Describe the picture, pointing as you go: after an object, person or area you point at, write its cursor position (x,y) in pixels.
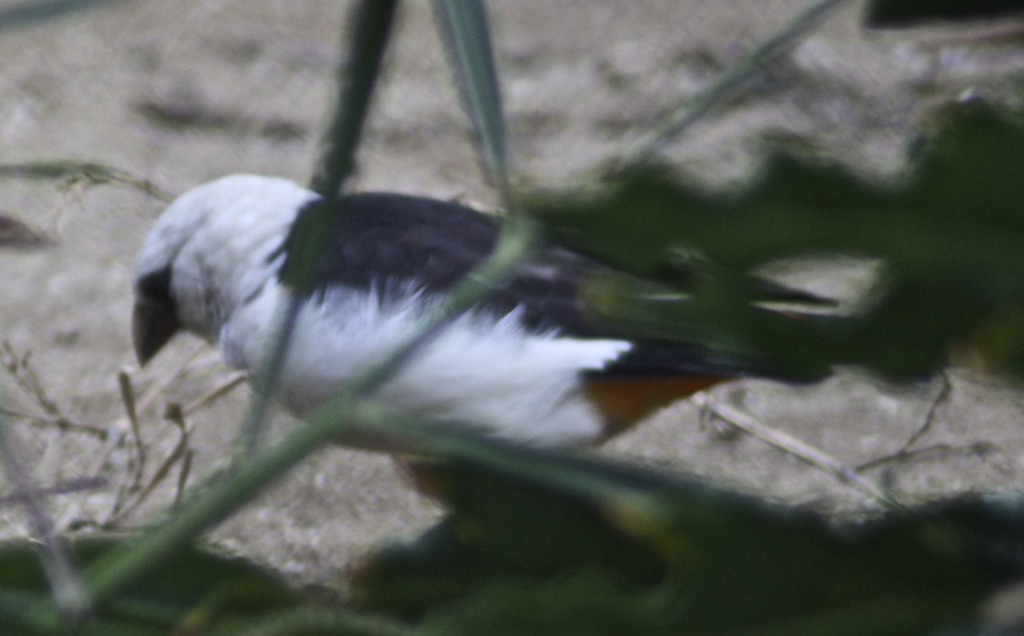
In this picture we can see a bird (578,274) and in the background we can see grass (638,225) on the ground (19,418) and it is blurry.
